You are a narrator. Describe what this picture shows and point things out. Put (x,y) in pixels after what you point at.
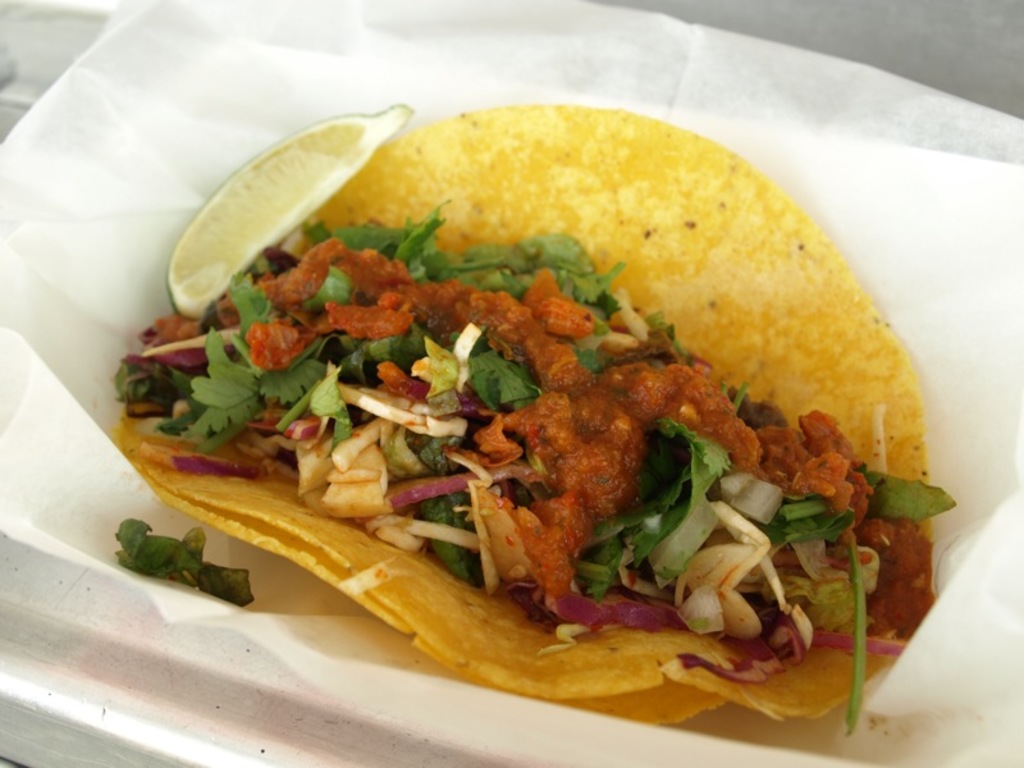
In this image I can see the food (628,615) which is in brown, yellow, green and white color and the food (645,610) is in the plate (208,675) and the plate (204,724) is in white color.
